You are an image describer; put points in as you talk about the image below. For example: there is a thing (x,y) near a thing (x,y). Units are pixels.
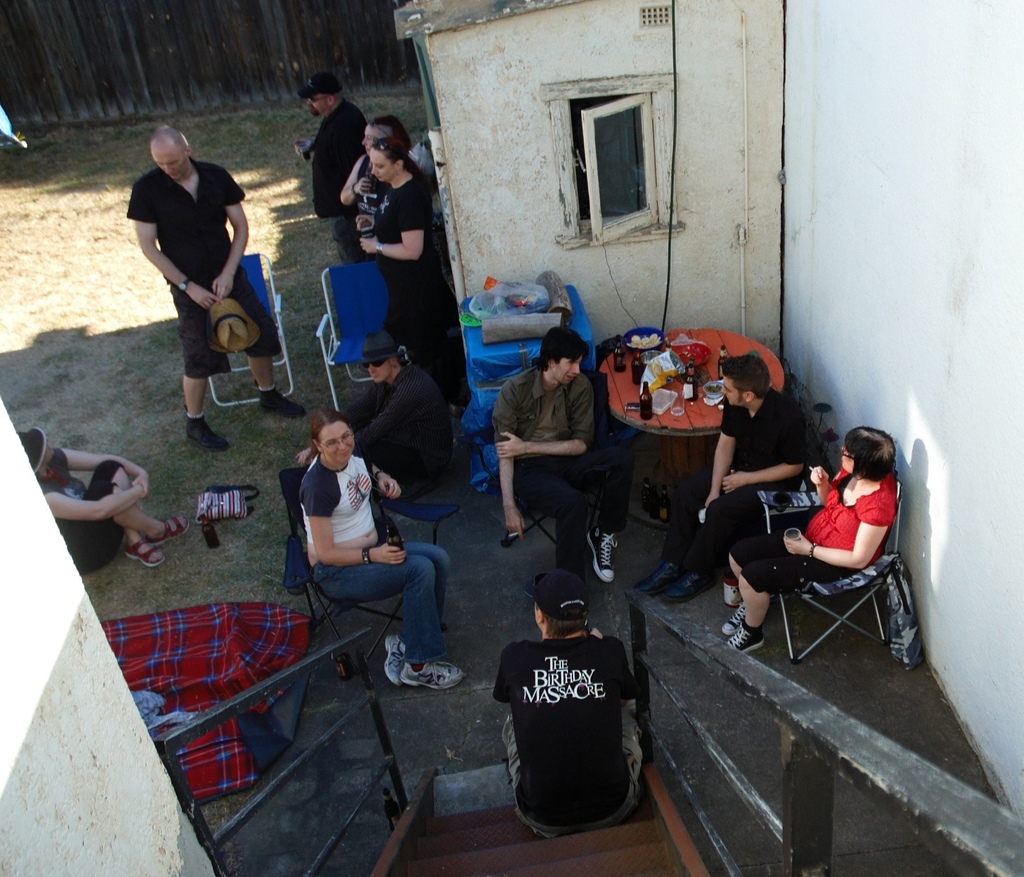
In this picture we can see so many people (557,652) are sitting on the chair (267,292) and some are standing position and there is a table (680,435) on the table (685,461) we have bottles (693,376) glasses (674,408) and some eatable things (672,375).
